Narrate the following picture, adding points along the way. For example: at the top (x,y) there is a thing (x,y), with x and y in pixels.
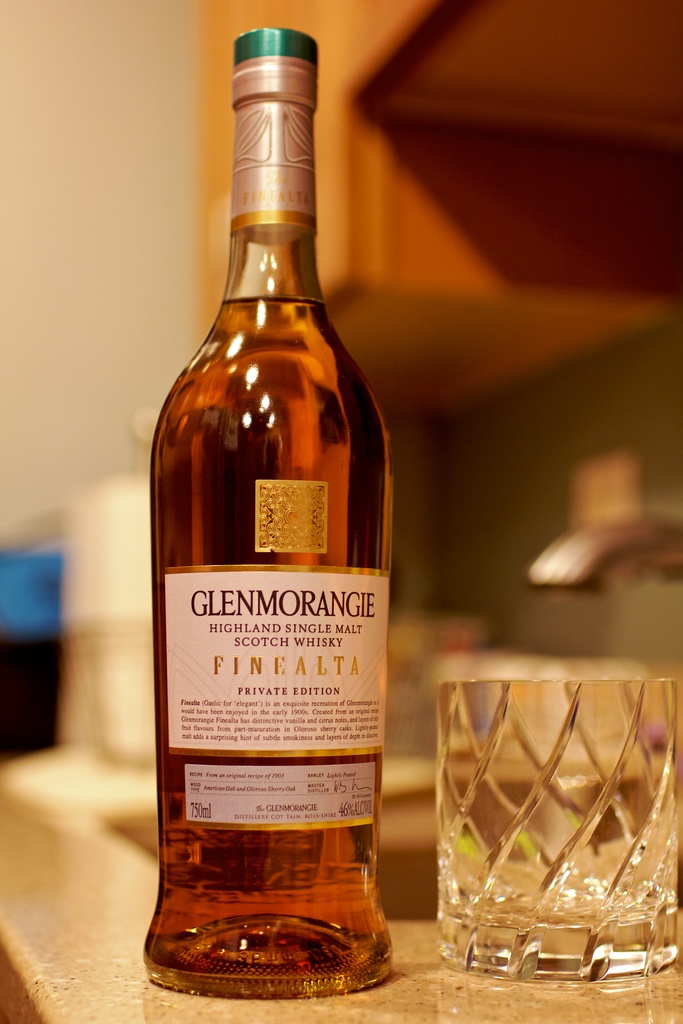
This is the picture, on the table (99,921) there are bottle (171,936) and glass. On the bottle (280,760) there are sticker (252,748). Background of this bottle (343,748) is a sink (390,826) with tap (602,549) and a wall (99,335).
